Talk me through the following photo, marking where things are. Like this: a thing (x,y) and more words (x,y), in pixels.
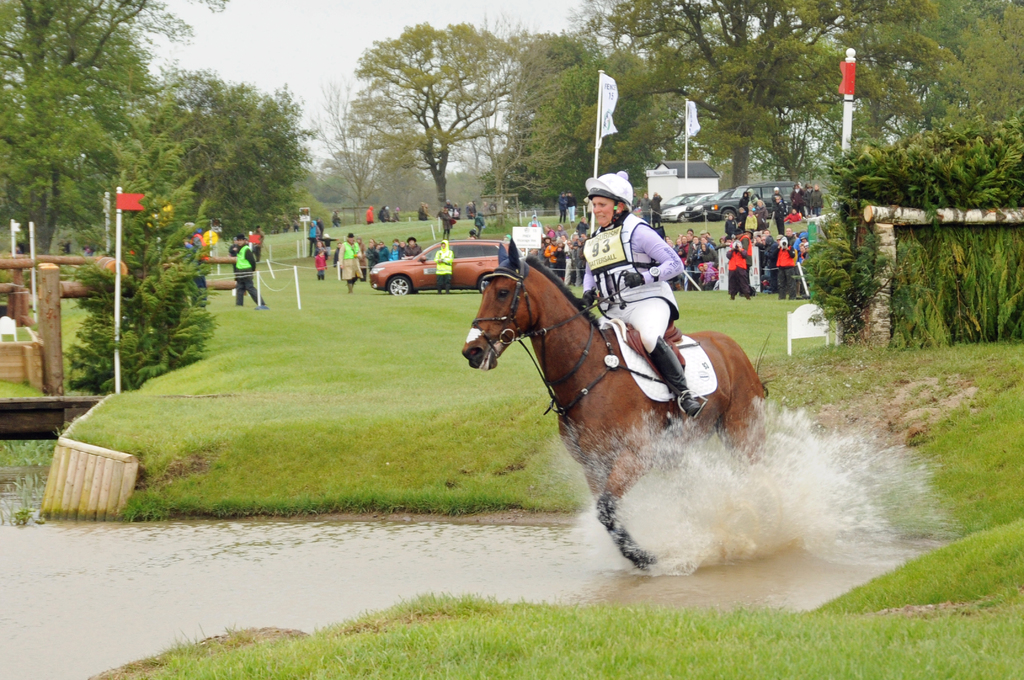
In this image in front (590,449) there is a person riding a horse (583,402) in the water (354,530). At the bottom of the image (970,468) there is grass (321,402) on the surface (348,438). There are plants (152,279). There are cars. There are people (701,239) standing in front of the metal fence (755,262). There are flags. There are boards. In the background of the image (474,151) there are trees (578,93). There is a building (682,186) and sky (295,48).
